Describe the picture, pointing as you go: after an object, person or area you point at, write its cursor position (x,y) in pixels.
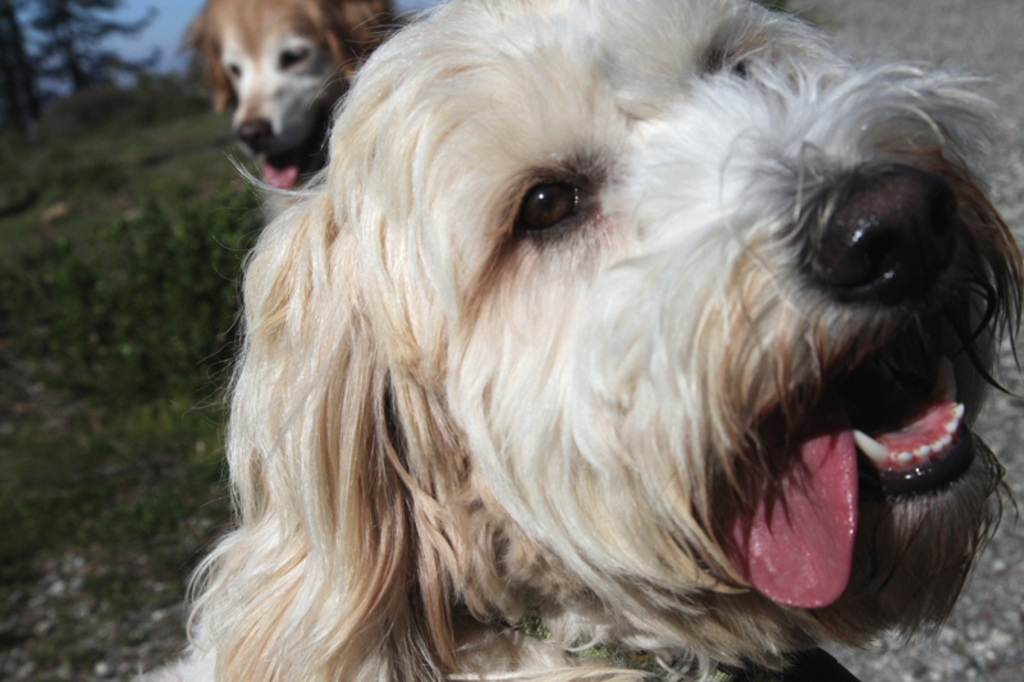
In this picture I can see the dogs (562,307), in the top left hand side (11,51) I can see the tree (79,62), there is the sky (175,43) at the top (149,33).
